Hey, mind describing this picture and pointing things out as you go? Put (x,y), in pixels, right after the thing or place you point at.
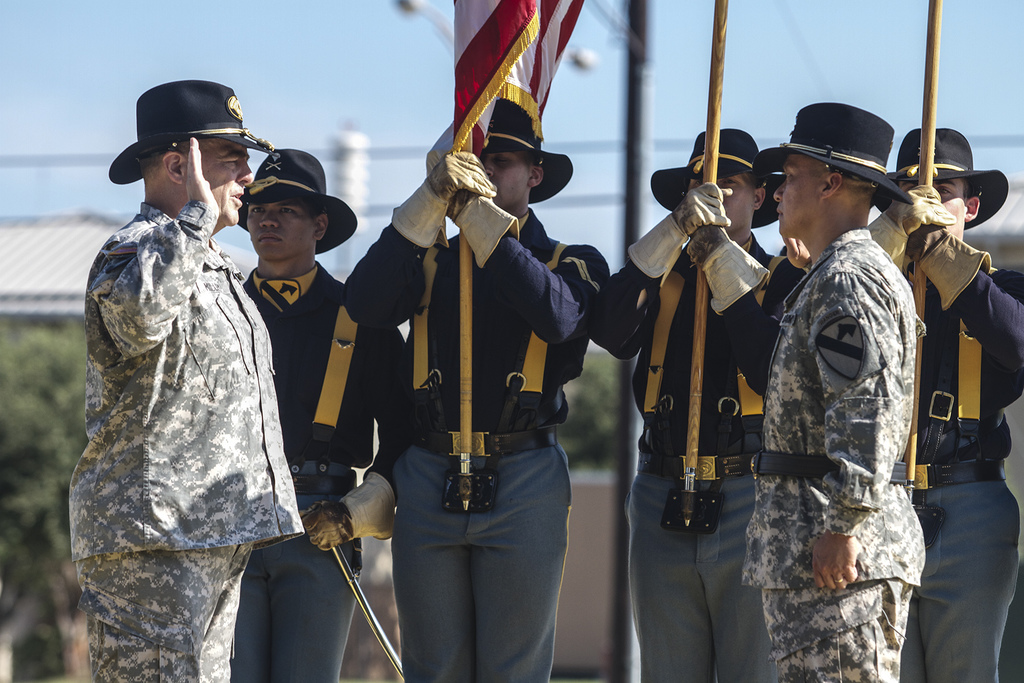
In this image there is a man (91,383) on the left side (150,359) who is saluting the person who is in front of him. In the middle (505,302) there are three people (515,299) who are holding the flags (469,115). On the left side (18,434) there is a tree (35,463). In the background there are poles (362,199) to which there are wires (426,150).
